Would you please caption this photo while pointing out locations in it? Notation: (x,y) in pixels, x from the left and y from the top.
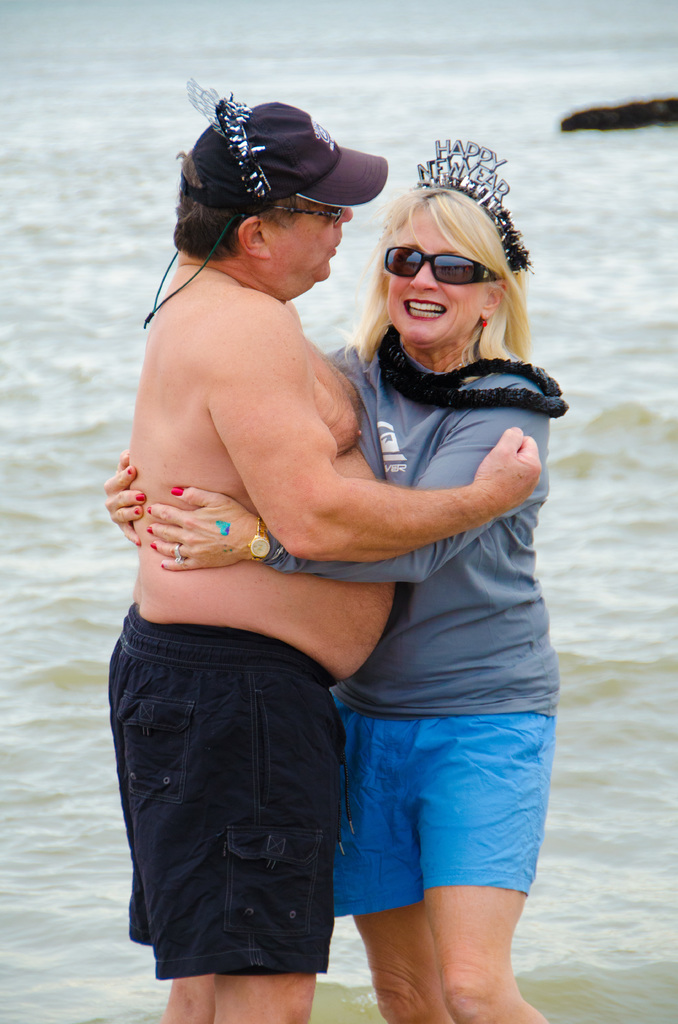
In the center of the image (316,476) we can see a man (316,240) and a lady (383,348) are hugging each other. In the background of the image (622,238) we can see water (624,150), rock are there.
